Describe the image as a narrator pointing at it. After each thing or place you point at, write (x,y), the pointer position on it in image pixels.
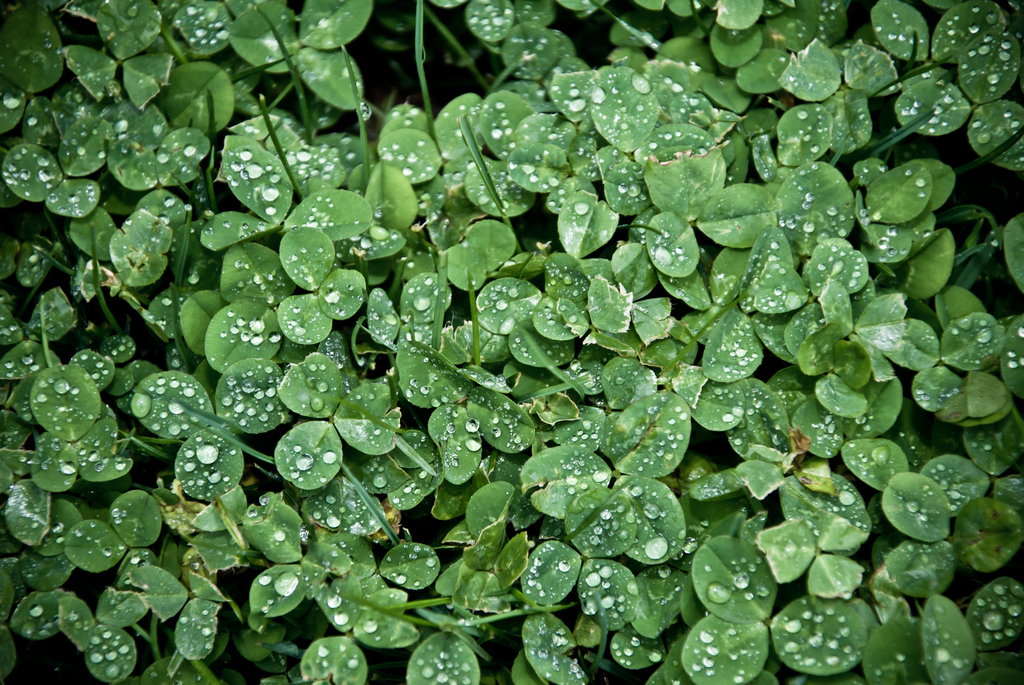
In this picture we can see leaves (549,94) of the plants (528,395), there are some water drops (740,340) on these leaves (20,166).
